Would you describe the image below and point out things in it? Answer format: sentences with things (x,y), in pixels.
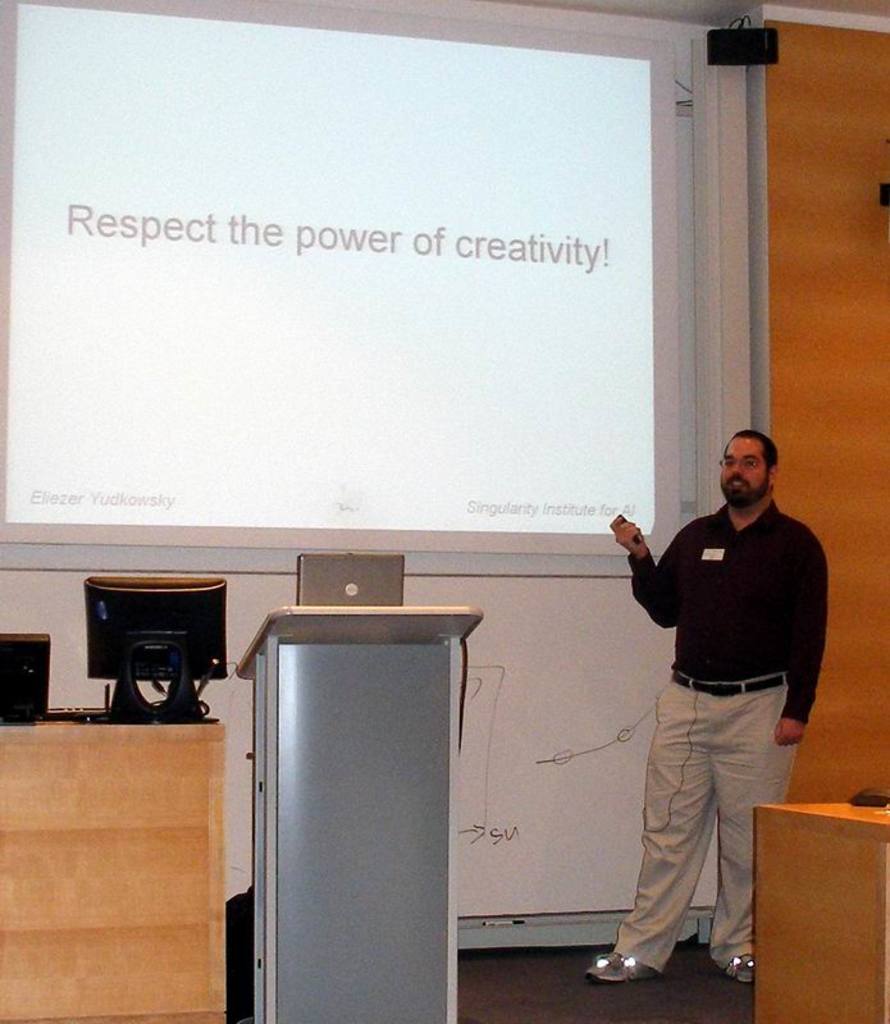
This is the picture of a room (348,602). On the right side of the image (736,541) there is a person (754,595) standing and holding the object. On the left side of the image (38,674) there is a laptop (317,569) on the podium (396,989) and there is a computer (179,673) and there are other devices (26,683) on the table (110,739). At the back (501,287) there is a screen (360,439). At the top (755,41) there is a device (757,52). In the bottom right (789,936) there is a mouse (873,805) on the table (767,903).
